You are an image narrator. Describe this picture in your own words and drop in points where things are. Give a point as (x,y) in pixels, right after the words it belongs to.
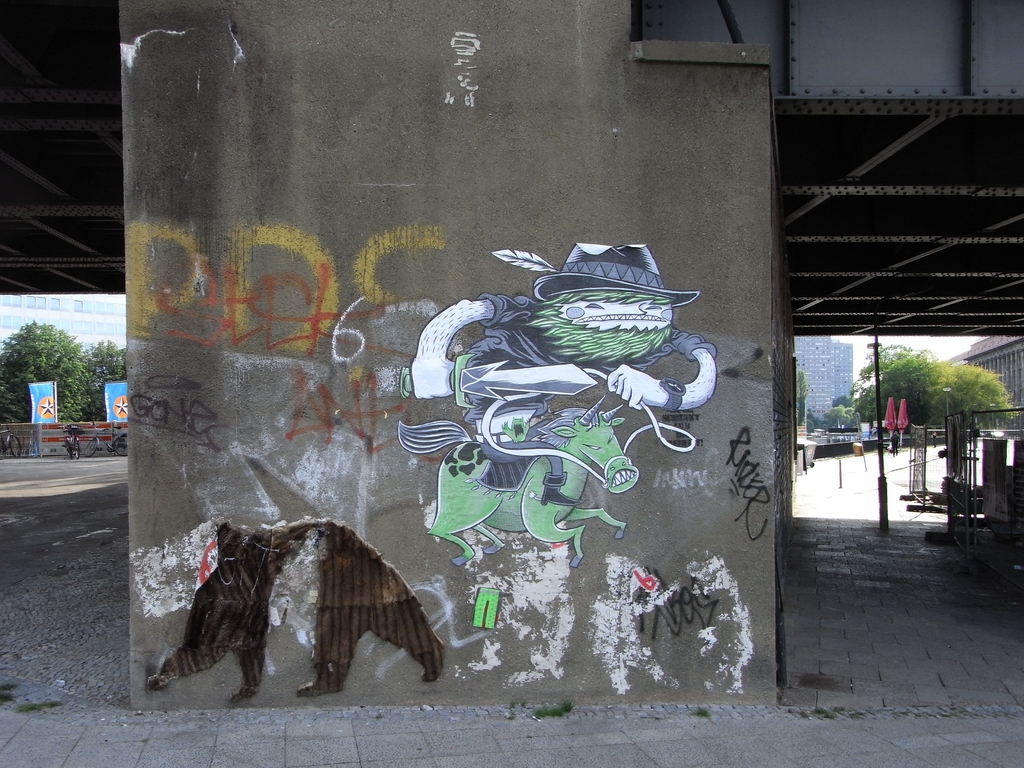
It is a concrete wall (665,365) there are paintings (560,497) on it. On the right side (867,387) there are green trees (912,416).
